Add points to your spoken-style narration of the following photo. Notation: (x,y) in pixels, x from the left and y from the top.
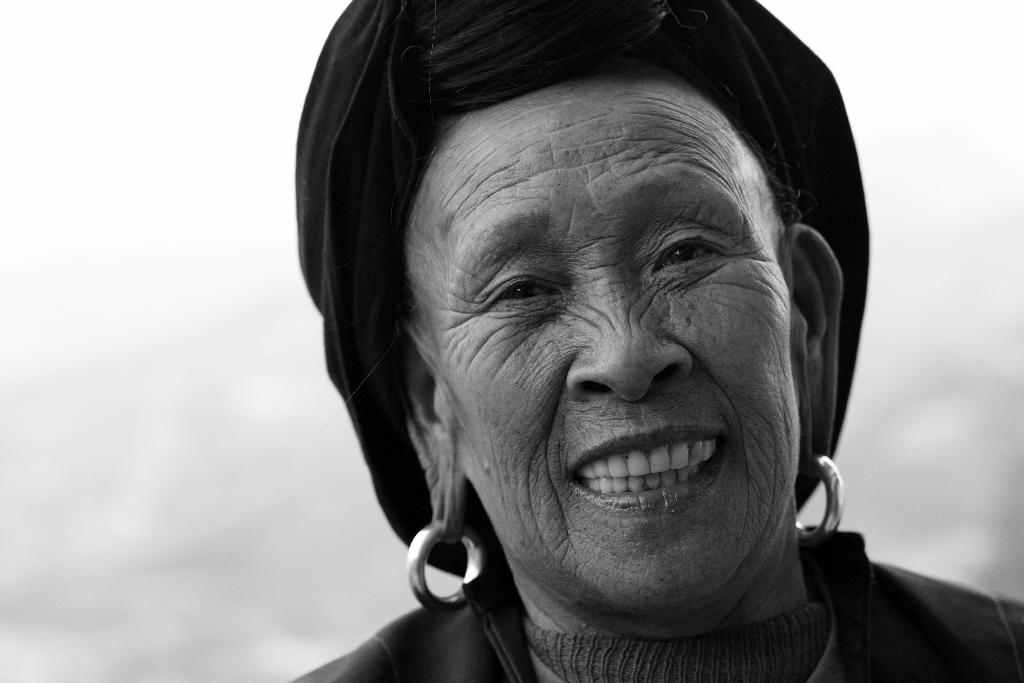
In this image I can see a person face (479,228) and I can see sky (193,180), and the image is in black and white.
